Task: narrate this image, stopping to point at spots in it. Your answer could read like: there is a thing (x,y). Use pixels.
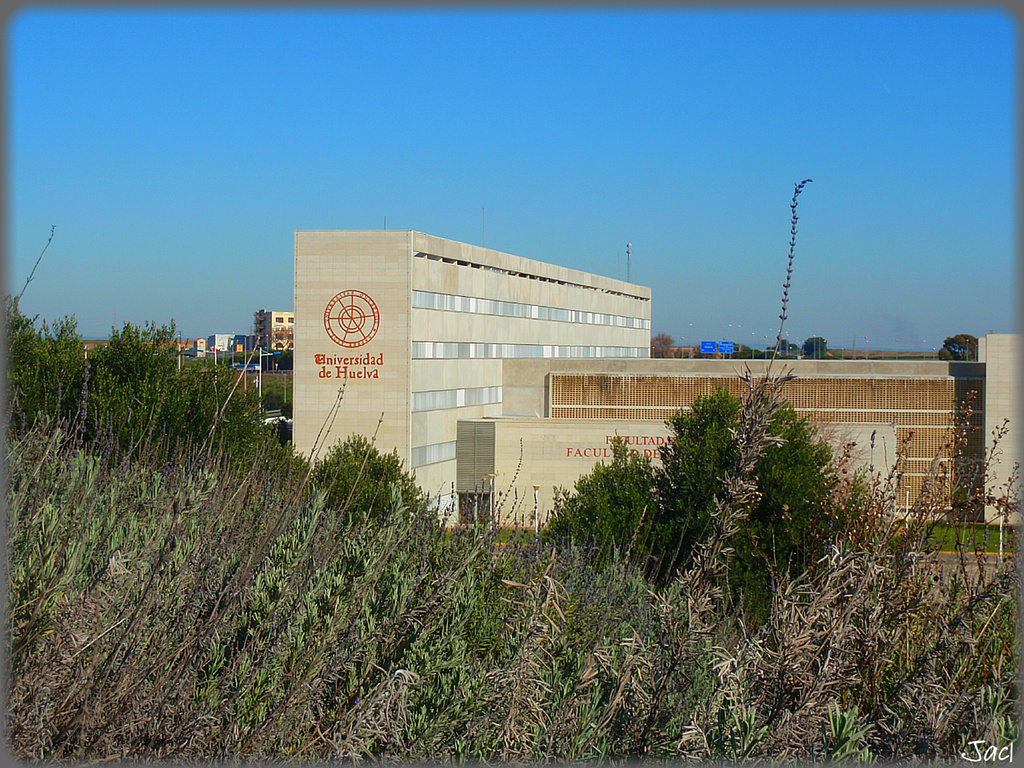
In this image I can see a building (366,240) in cream color, trees (706,449) in green color. Background (689,261) I can see few other buildings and the sky (515,100) is in blue color.
